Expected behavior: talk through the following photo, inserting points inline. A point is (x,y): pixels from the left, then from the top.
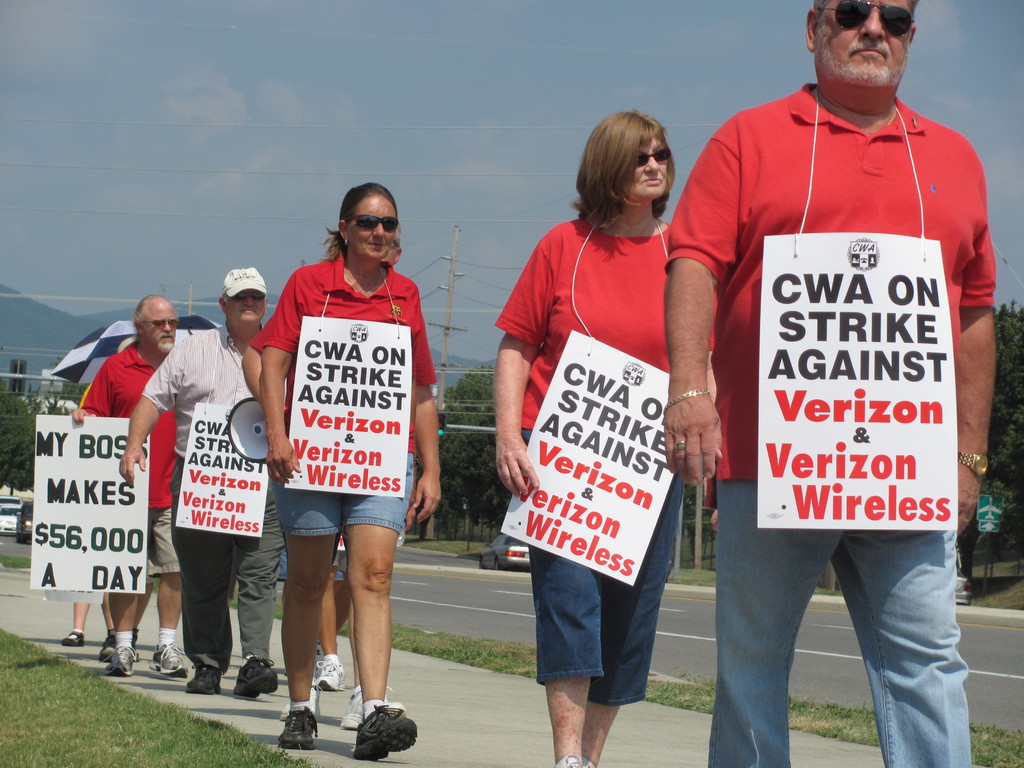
In the center of the image (417,328) we can see some persons (627,206) are walking and wearing boards (626,366). In the background of the image (22,381) we can see the buildings (62,383), some vehicles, umbrella (110,346), poles (454,327), wires (483,308), boards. At the bottom of the image (527,642) we can see the road (508,615) and grass (141,738). At the top of the image (373,97) we can see the clouds (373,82) are present in the sky (373,105). On the left side of the image (23,338) we can see some mountains (5,334).
